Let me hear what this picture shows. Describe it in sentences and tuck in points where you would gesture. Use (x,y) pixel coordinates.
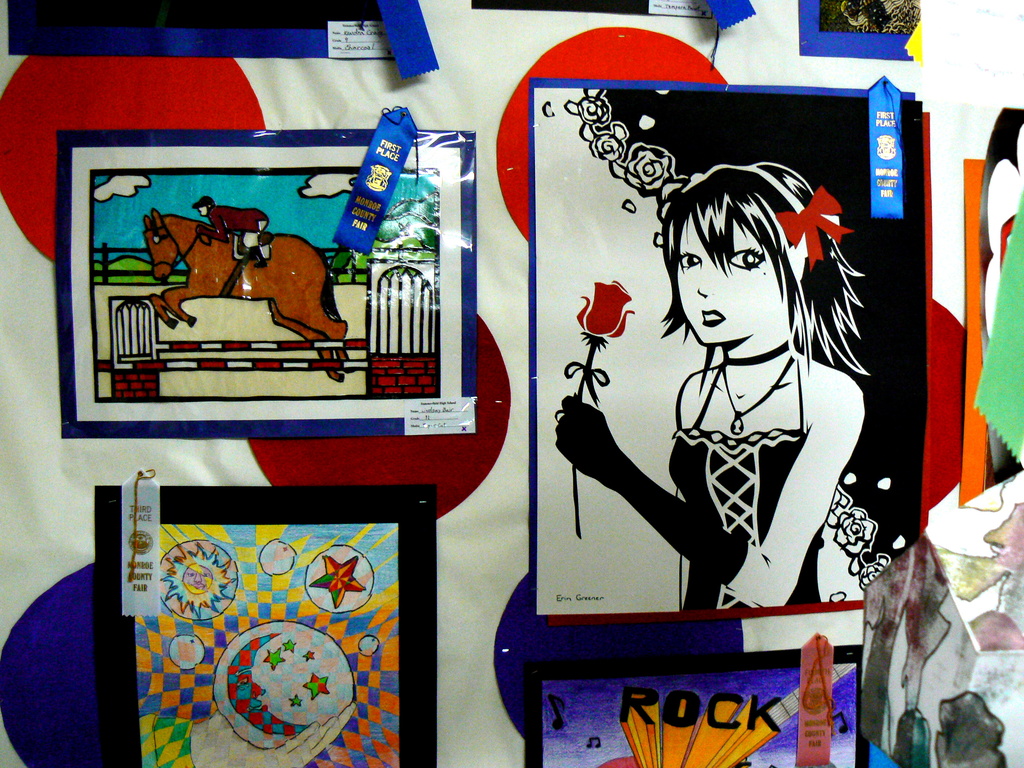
In this picture there are posters (353,429). On the posters (859,501) there is a picture (792,173) of a woman (774,422) holding the rose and there is a picture (202,209) of a person (265,224) riding the horse (297,241) and there are pictures (189,627) of sun (215,609), star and text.
